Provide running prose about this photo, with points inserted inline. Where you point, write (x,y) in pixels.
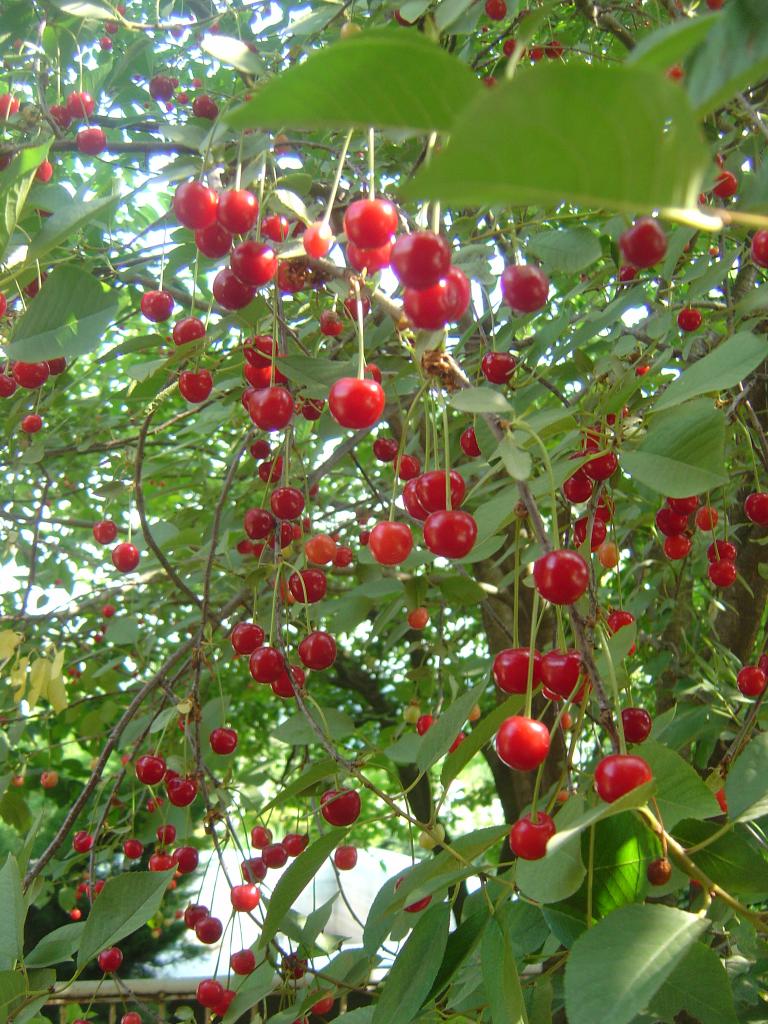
In the image we can see some fruits (336,822) and trees (175,55).
